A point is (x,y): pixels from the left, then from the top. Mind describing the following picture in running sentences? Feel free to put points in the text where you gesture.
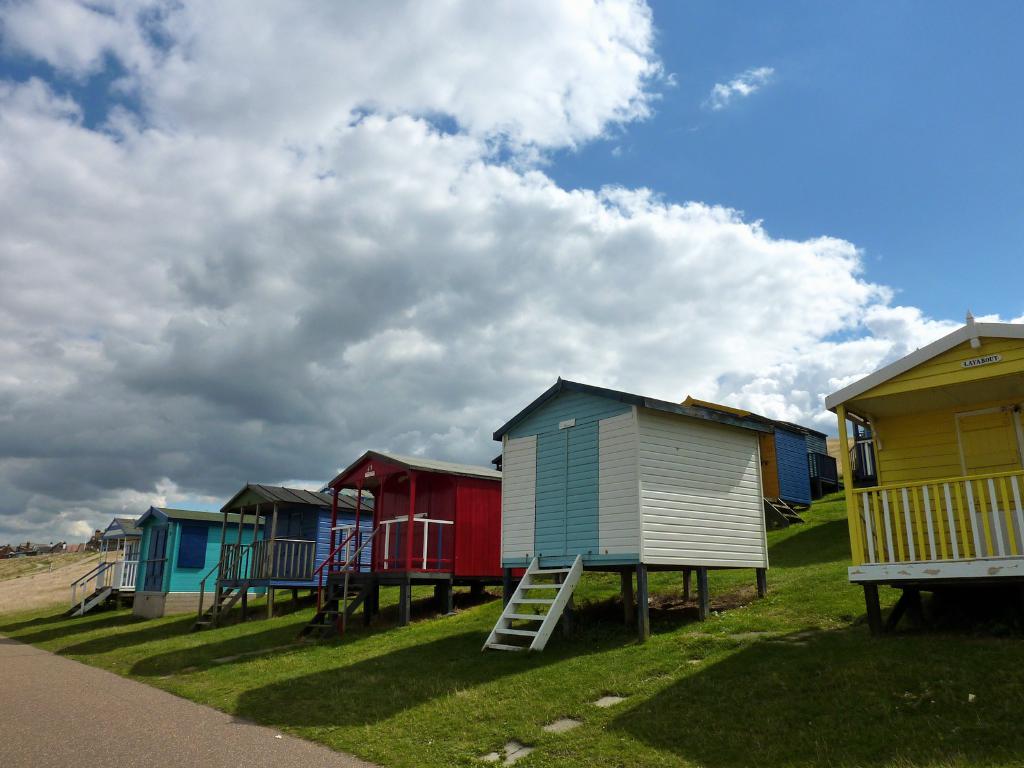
In this image I can see there are wooden houses (635,554), at the bottom (683,690) there is the grass (763,706), at top (558,199) it is the cloudy sky (545,207).
